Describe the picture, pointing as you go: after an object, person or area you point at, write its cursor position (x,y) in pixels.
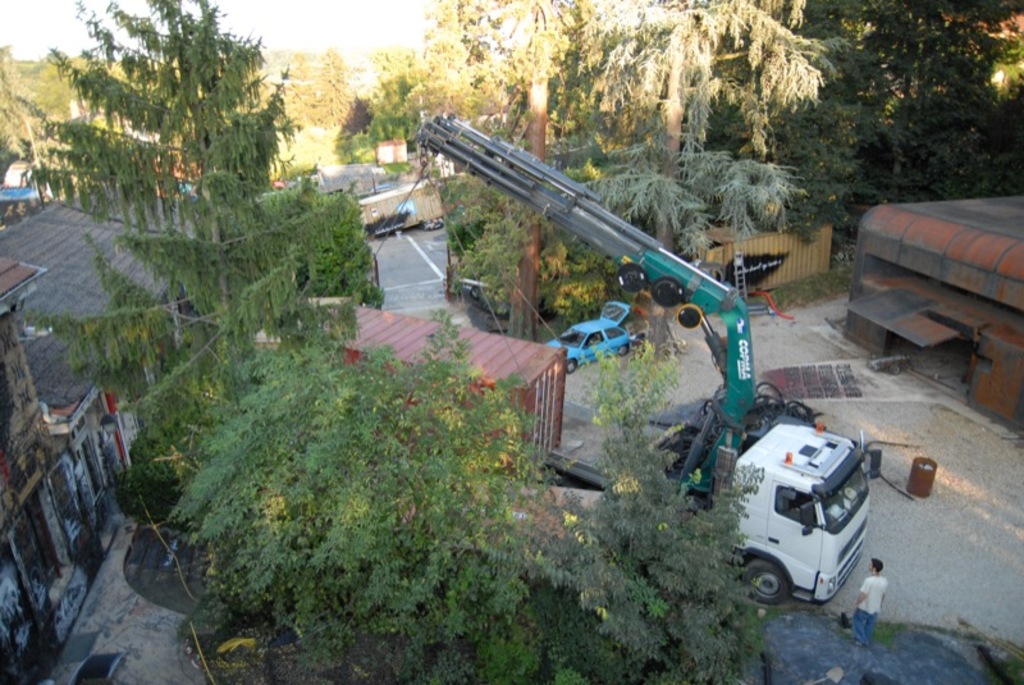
In the middle (683,273) it is a truck (713,425) on the left side (180,263) these are the trees (304,399). Here a man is standing at the downside of an image.
